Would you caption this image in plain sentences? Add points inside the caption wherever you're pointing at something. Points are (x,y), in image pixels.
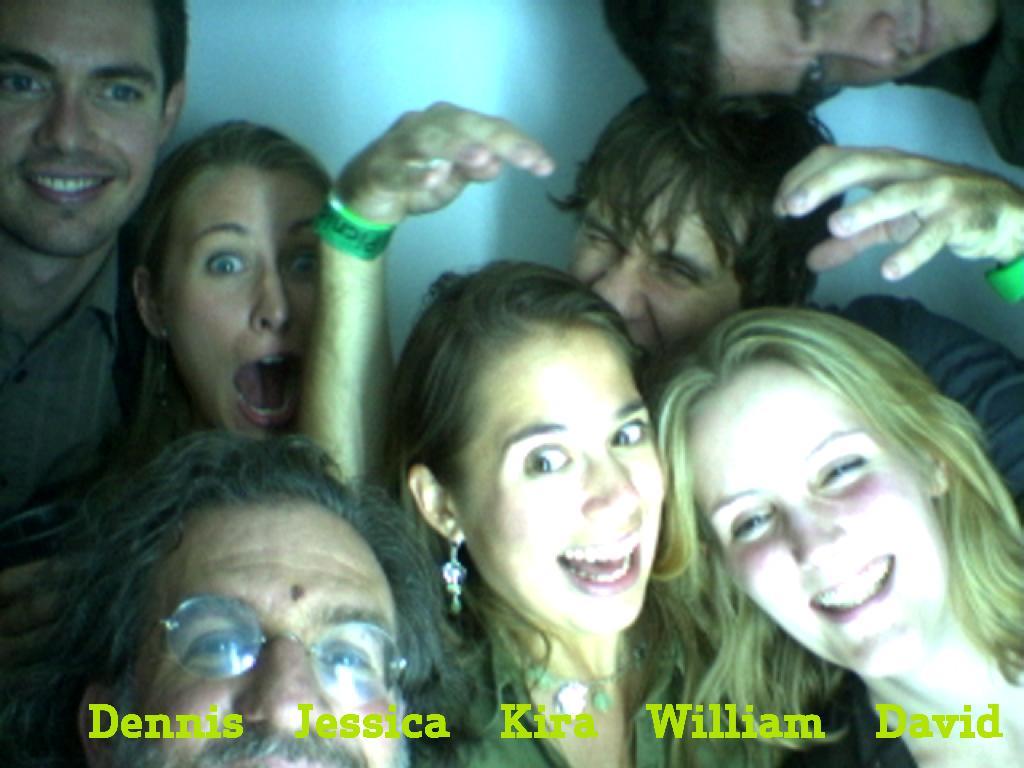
In this image we can see three women (665,517) and four men (752,242). There is a watermark (769,732) at the bottom of the image (132,725). In the background (473,242), we can see the wall (544,184).
